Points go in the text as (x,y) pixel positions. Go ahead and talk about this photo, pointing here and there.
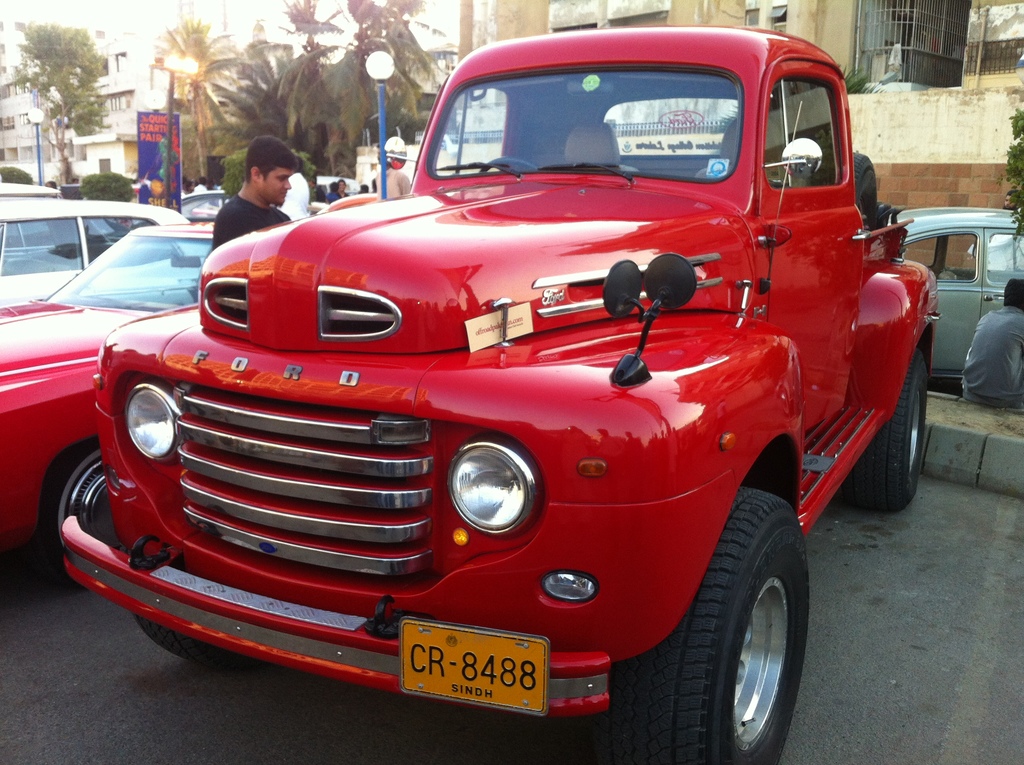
In the image there are few cars (558,361) on the road (1000,696) with few people (246,211) standing behind it, in the back (241,163) there are buildings (120,117) with trees (292,111) in front of it.
